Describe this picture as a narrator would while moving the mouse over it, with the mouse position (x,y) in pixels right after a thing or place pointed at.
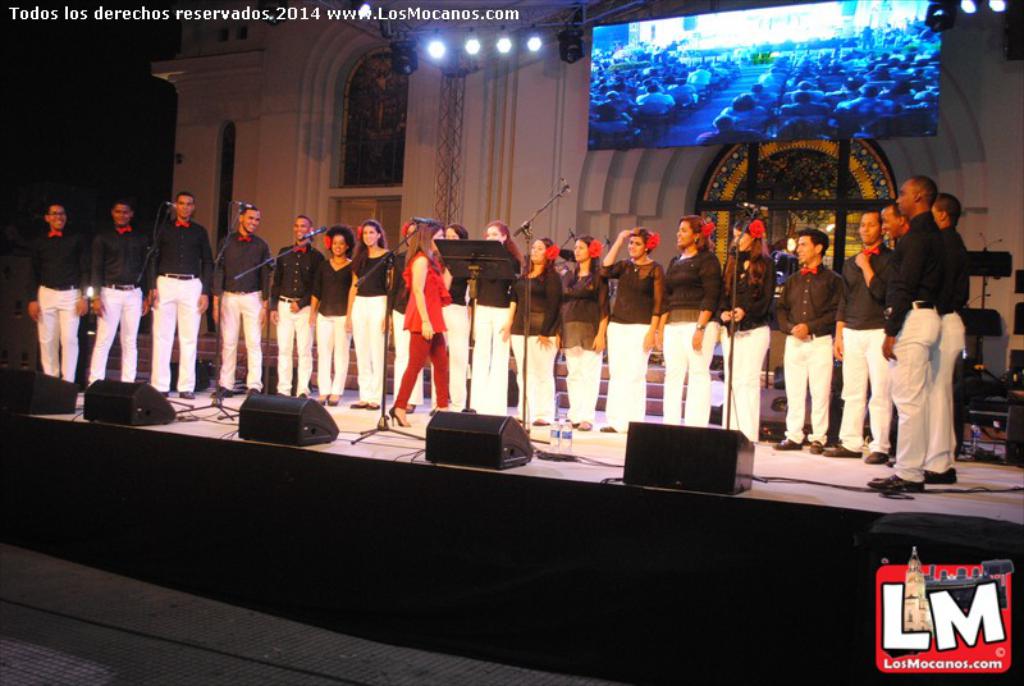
In this image, we can see a group of people (873,481) are on the stage (560,482). In the middle of the image (414,316), a woman (409,304) walking. On this stage (576,477), we can see few boxes (738,478), stands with microphones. In the background (413,150), we can see wall (490,179), glass objects (828,223), few things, screen (743,96), lights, rods (452,78) and dark view (28,138). At the bottom of the image (229,670), we can see the path (245,636). In the bottom right side of the image (948,648), there is a logo (938,660). In the top left side of the image (96,16), we can see the watermark (258,16).
